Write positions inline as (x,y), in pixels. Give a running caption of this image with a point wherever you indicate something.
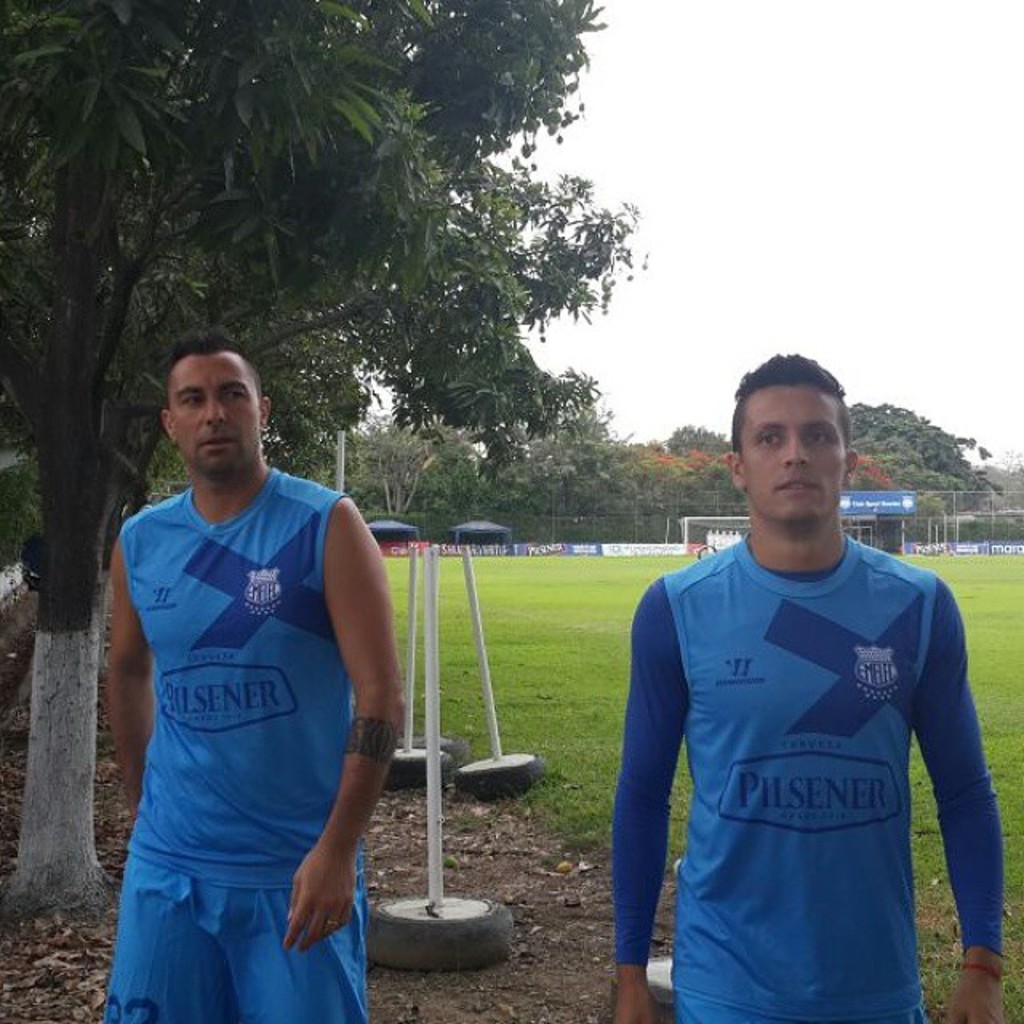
On the left side (259,555), there is a person (259,582) in blue color dress (256,780), standing and watching something. On the right side (994,812), there is a person (808,375) in blue color dress (801,663) standing. In the background (533,580), there are poles (425,617), trees (377,428) and grass (560,560) on the ground (1023,641) and there are clouds (769,83) in the sky (731,74).
